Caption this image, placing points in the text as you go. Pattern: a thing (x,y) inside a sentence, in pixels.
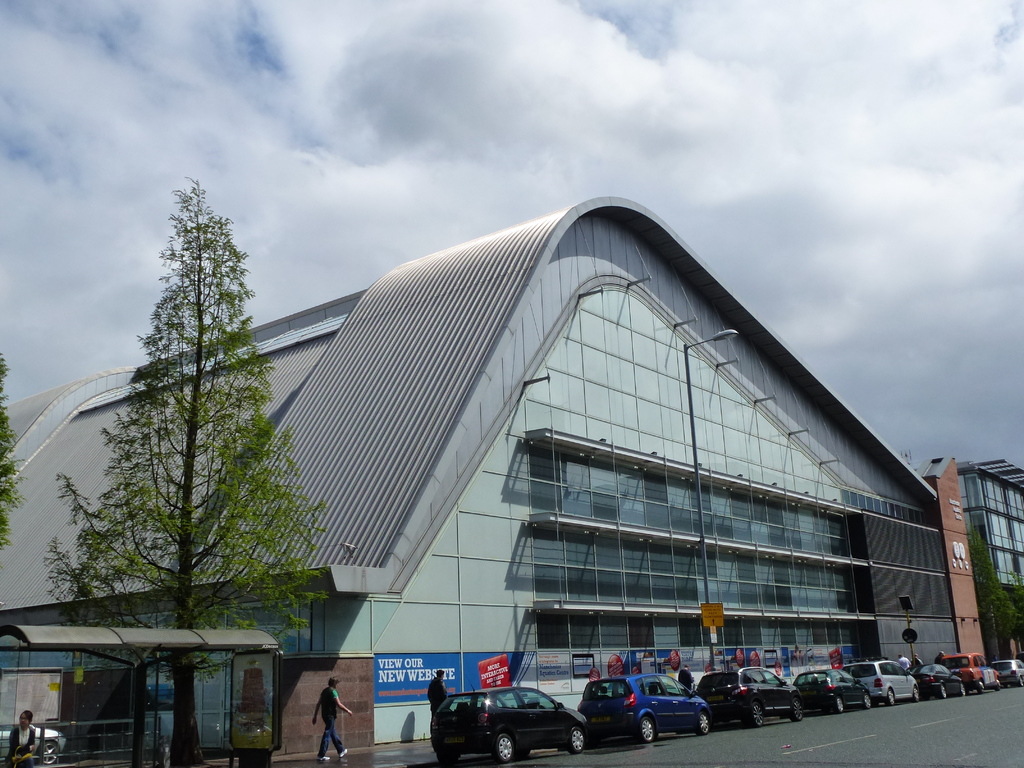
In this picture we can see the sky (736,162) and it seems like a cloudy day. We can see buildings (812,521) and people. A person (322,702) is walking, We can see another person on the left side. There are trees (279,514) and we can see cars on the road (898,726).
